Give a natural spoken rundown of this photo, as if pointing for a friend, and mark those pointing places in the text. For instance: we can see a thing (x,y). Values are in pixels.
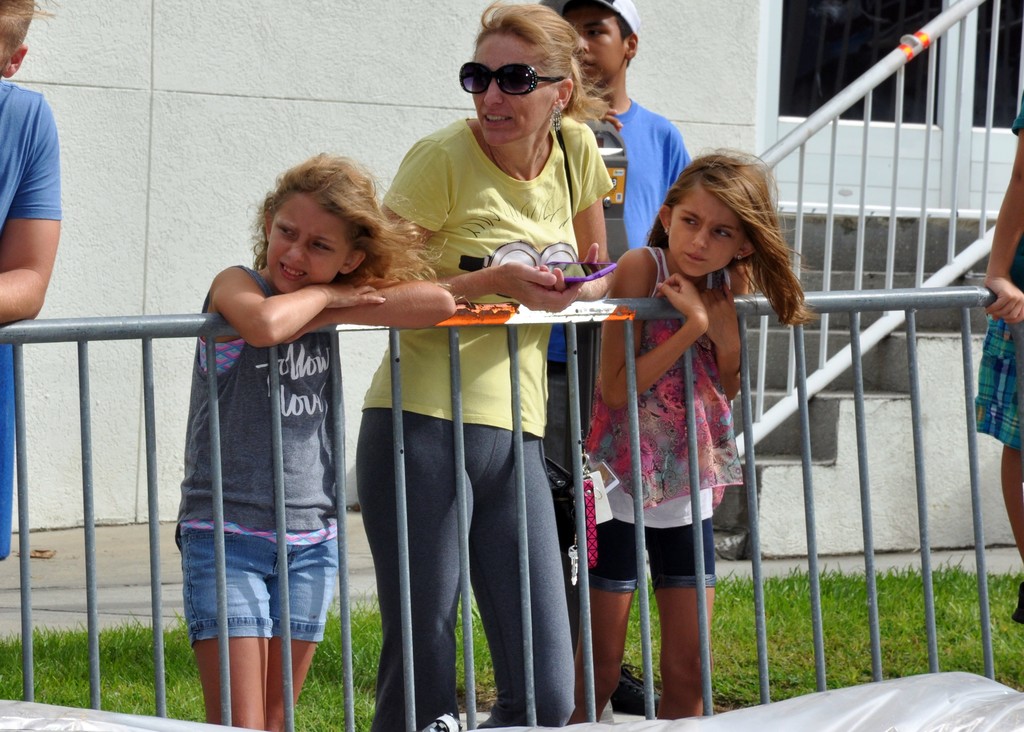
In front of the picture, we see a woman (514,283) in yellow T-shirt (509,250) who is wearing goggles (513,68) is holding a mobile phone (570,271) in her hands (556,275). Beside her, we see two children (669,390) are standing. In front of them, we see an iron railing (516,454). Behind her, we see a man (645,190) in blue T-shirt (653,160) is standing. Beside him, we see a staircase (871,266) and a stair railing (833,210). In the background (287,114), we see a white wall (675,76) and a white door (833,66). The man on the left side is standing. At the bottom of the picture (964,688), we see a silver color sheet (882,688) and the grass (837,576).
